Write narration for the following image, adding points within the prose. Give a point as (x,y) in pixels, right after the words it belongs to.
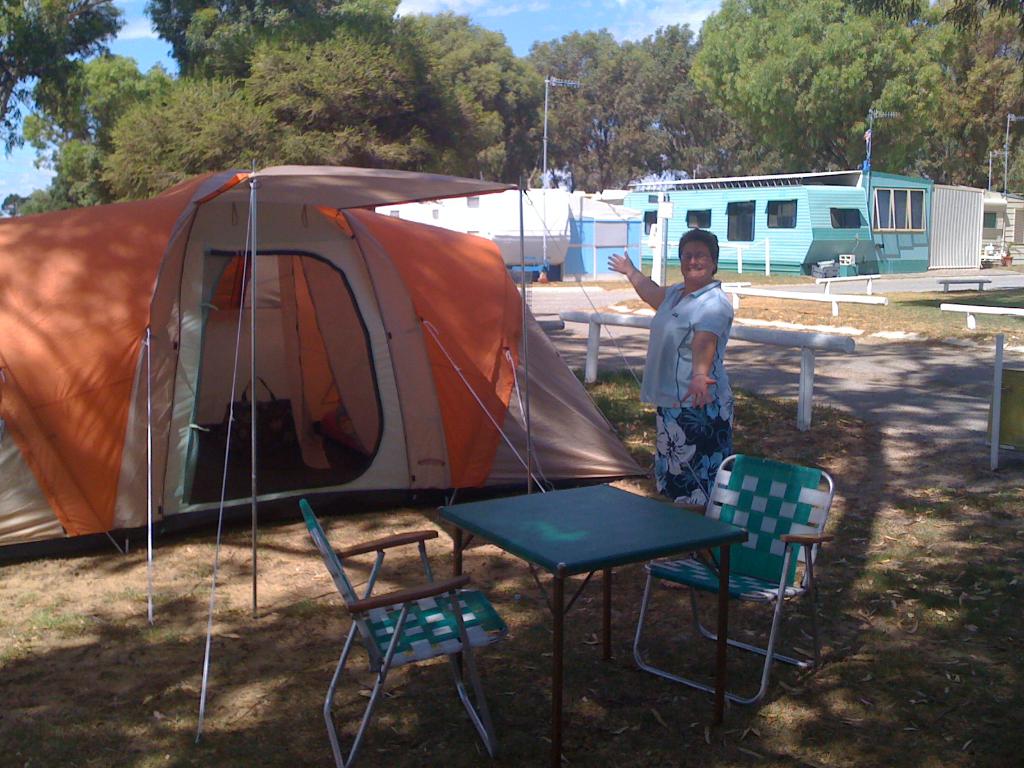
In this picture we can see couple of chairs (671,566), table (656,541) and a tent (454,418), in front of them a woman (670,396) is standing, in the background (845,222) we can see couple of buildings (641,230), poles (545,128) and trees (596,112).
